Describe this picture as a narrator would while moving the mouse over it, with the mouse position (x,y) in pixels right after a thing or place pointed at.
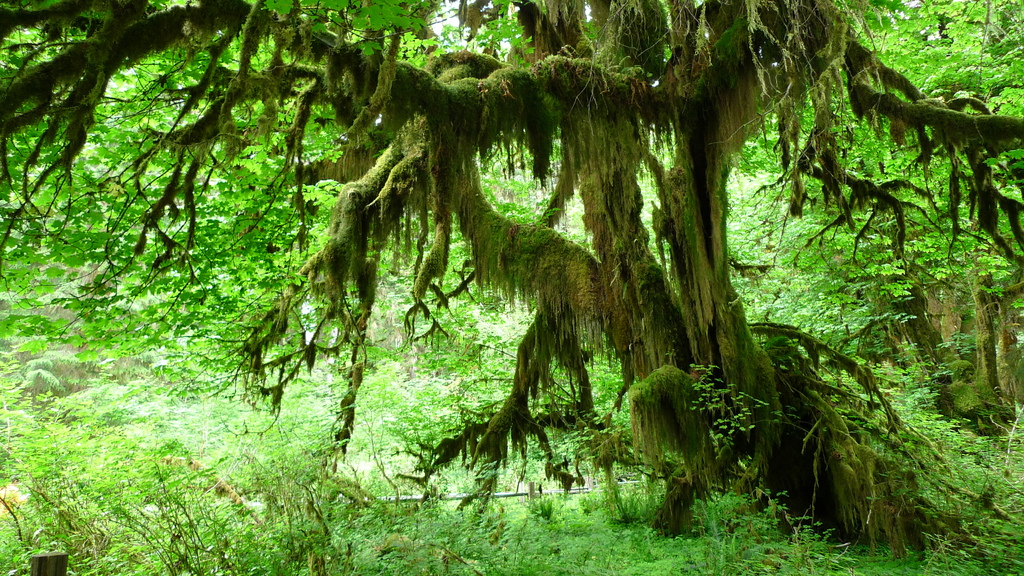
In this image I can see few trees (346,229) in green color.
